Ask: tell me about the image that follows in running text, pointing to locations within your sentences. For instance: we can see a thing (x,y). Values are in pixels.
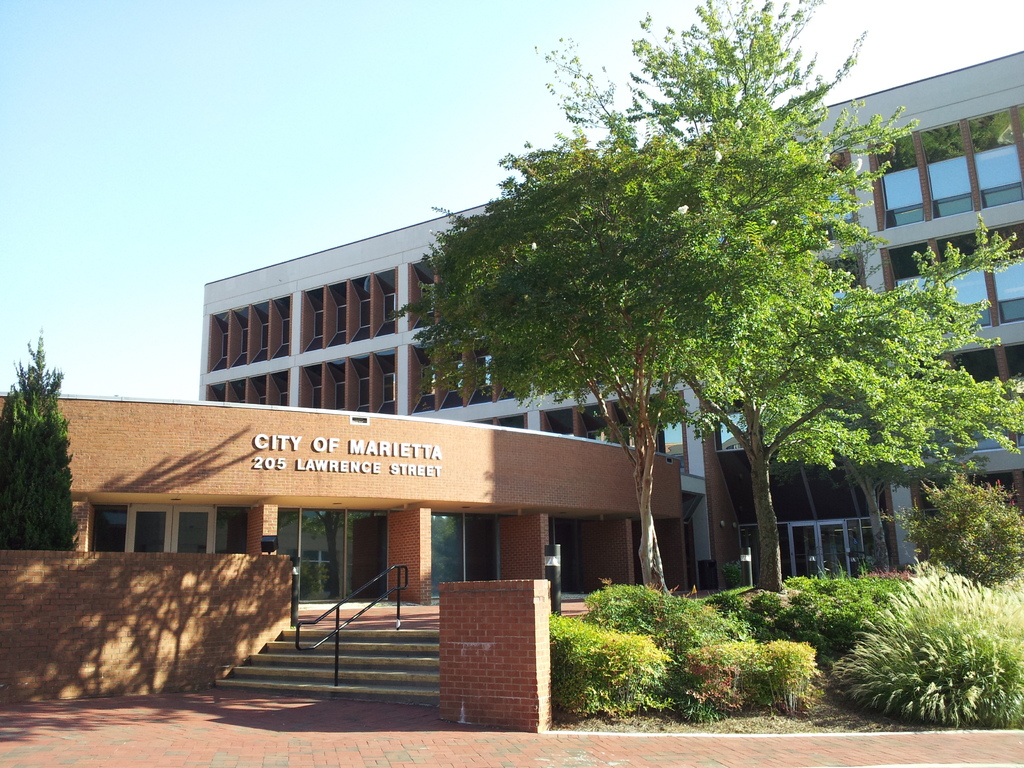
In the picture we can see a building (108,433) with a glass window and near to it on the path (77,748) we can see some steps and railing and some construction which is written on it as city of Marietta, 205 Lawrence street, near to it we can see some plants (940,650) and trees (569,396) and in the background (152,101) we can see a sky (364,154).
